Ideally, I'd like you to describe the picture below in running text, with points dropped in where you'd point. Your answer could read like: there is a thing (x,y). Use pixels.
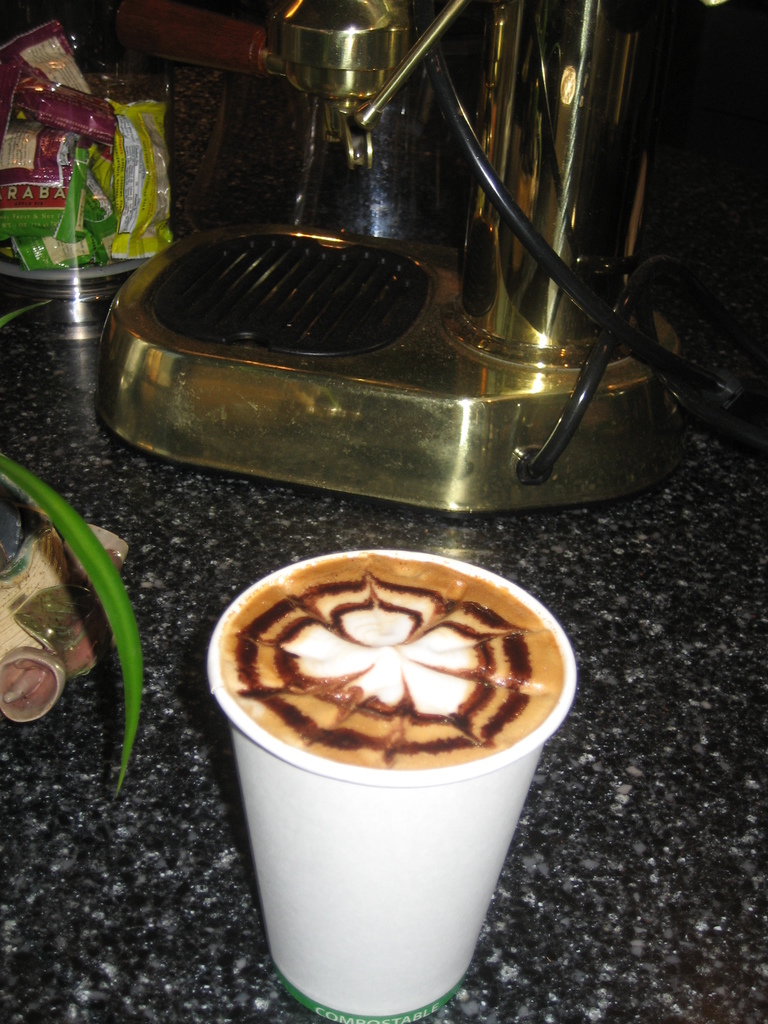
In this image we can see a cup of coffee (414,785) and there is a machine (333,351).
